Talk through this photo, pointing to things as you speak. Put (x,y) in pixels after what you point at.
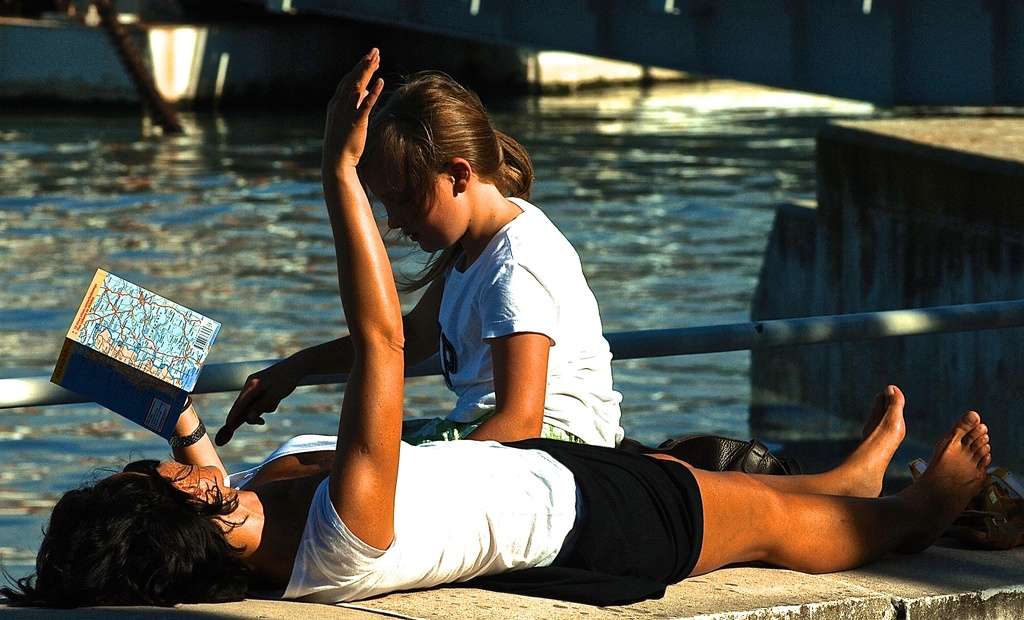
Bottom left side of the image (131,480) a woman (875,446) is laying on a wall (138,618) and holding a book (123,349). In the middle of the image (562,286) a girl (439,114) is sitting. Behind her there is a fencing (811,328) and water (538,121).
